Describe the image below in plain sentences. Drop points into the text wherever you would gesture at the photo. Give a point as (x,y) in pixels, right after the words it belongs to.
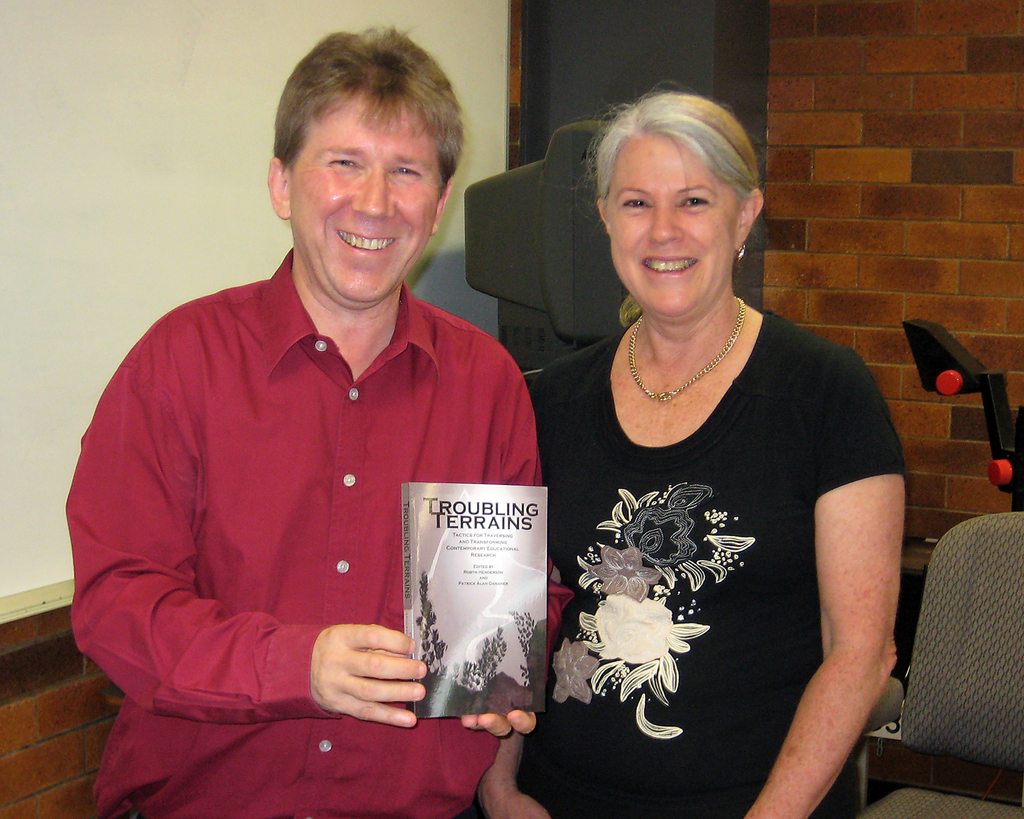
In this image we can see two people (532,448), among them one is holding the book (461,544), there is a chair (921,625) and some other objects (1001,460), we can see the wall (804,306).
